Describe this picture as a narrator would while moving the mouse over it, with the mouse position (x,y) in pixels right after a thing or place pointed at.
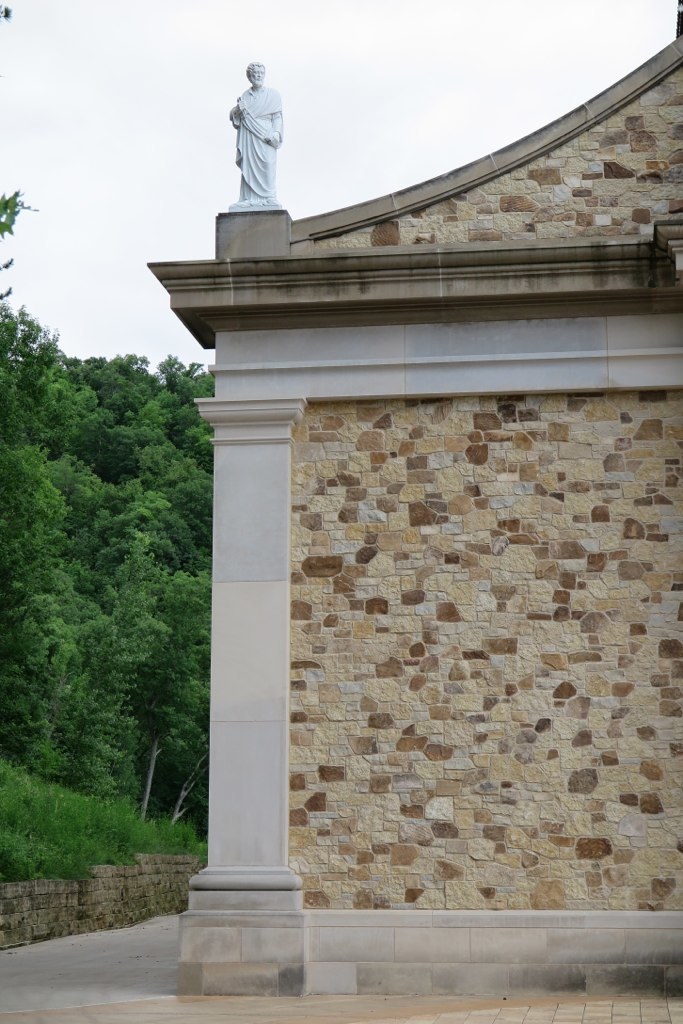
In this image there is a sculpture (239,145) of a person (250,128) on the house (644,968), and in the background (163,757) there are plants (1,760), trees (0,416), sky (320,121).
